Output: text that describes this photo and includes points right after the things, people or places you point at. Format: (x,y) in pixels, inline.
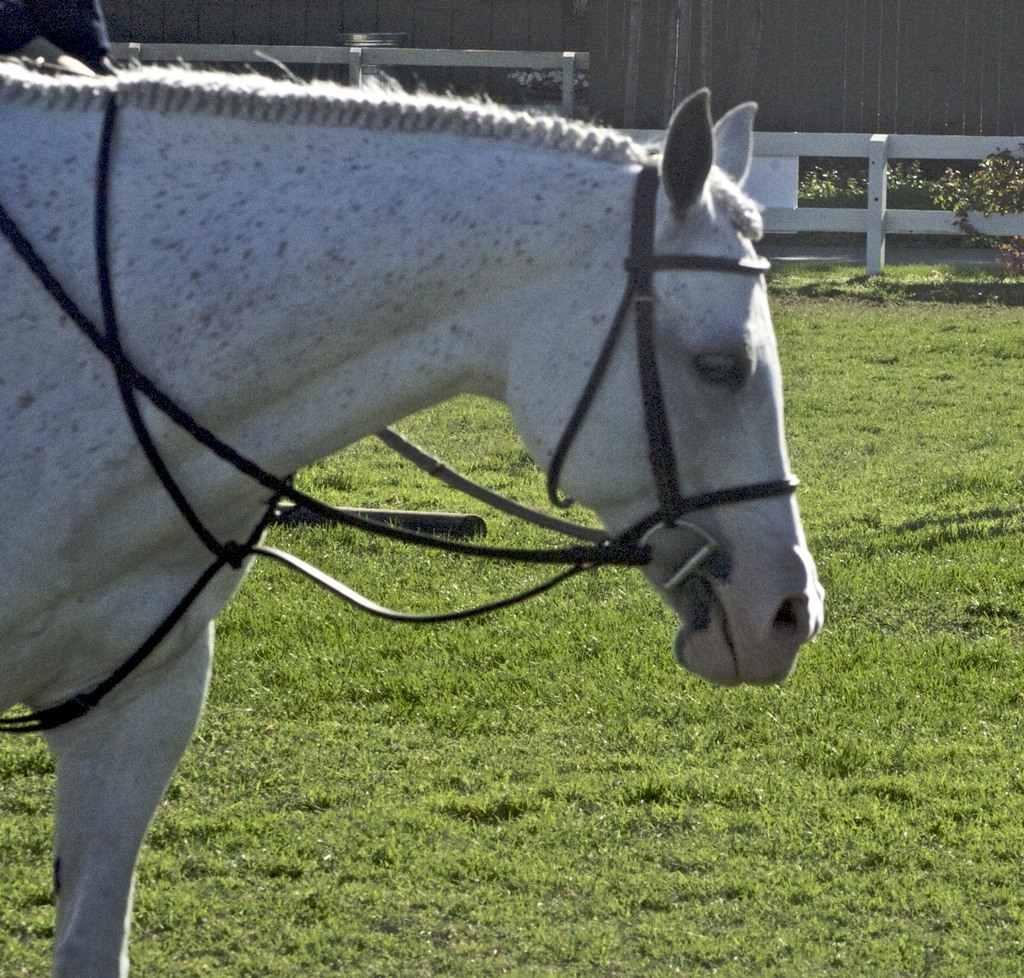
In this picture there is a white color horse (339,319). In the background (787,41) I can see the wooden fencing (515,61), wooden partition (814,129) and plants (825,188). In the top left corner (45,2) I can see the person's leg (67,47) who is wearing trouser (45,2).
